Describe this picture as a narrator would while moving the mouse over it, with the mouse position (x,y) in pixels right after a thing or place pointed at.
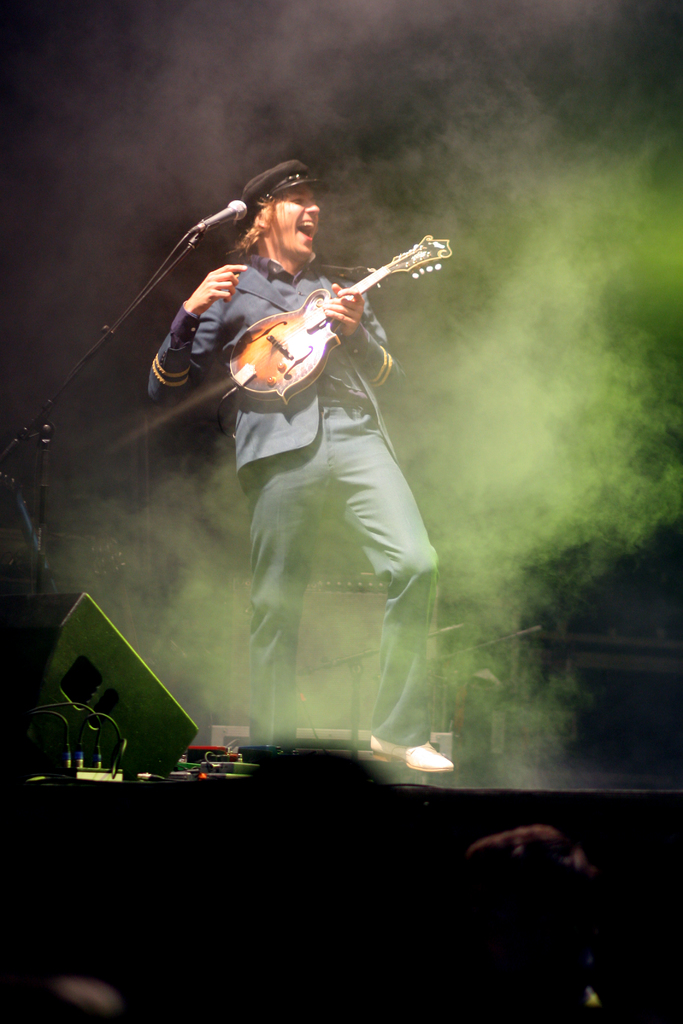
In this image we can see one person (288,289) standing on the stage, playing guitar (284,336) and singing. There is one microphone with stand (44,441) on the stage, some objects (173,742) on the stage (661,767), some smoke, it looks like few people (576,907) in front of the stage (638,823) and the image is dark.
